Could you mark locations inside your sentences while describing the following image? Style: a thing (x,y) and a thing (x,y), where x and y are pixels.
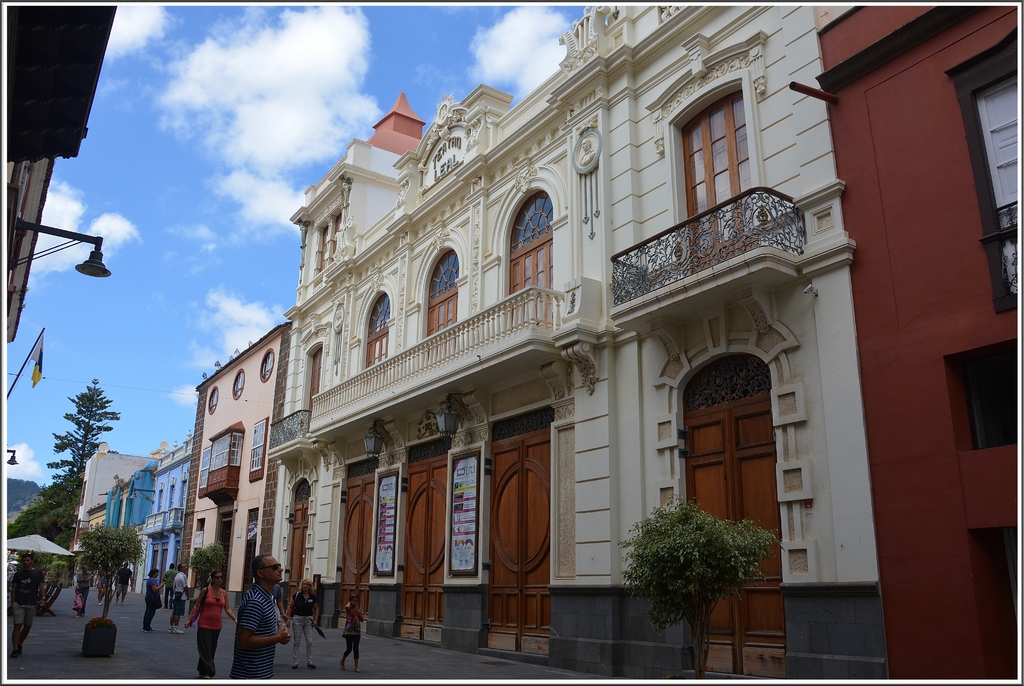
In this image there are people (220,606) walking on a road (232,644), on either side of the road (162,599) there are plants (95,554), in the background (163,487) there are buildings (308,456), trees (58,491) and the sky (295,159), in the top left (79,114) there is a roof (60,12) and light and a flag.
